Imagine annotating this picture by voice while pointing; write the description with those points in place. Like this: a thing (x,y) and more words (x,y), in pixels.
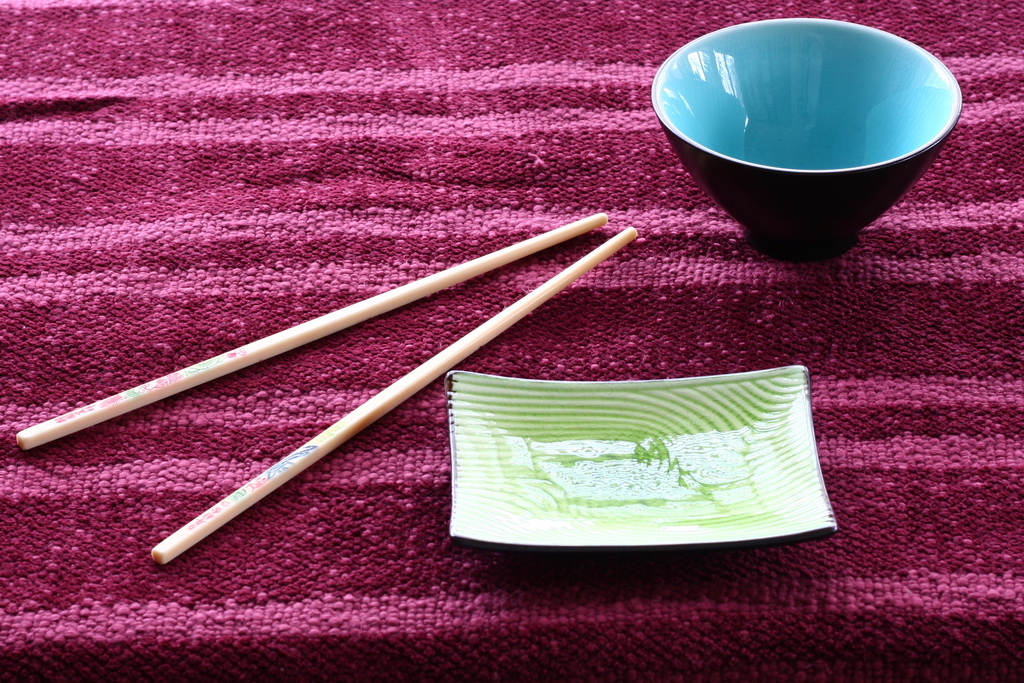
This picture describe about a blue bowl (686,96) placed on the cloth (653,256) and two Chinese sticks (502,264), beside we can see green saucer (546,453).
